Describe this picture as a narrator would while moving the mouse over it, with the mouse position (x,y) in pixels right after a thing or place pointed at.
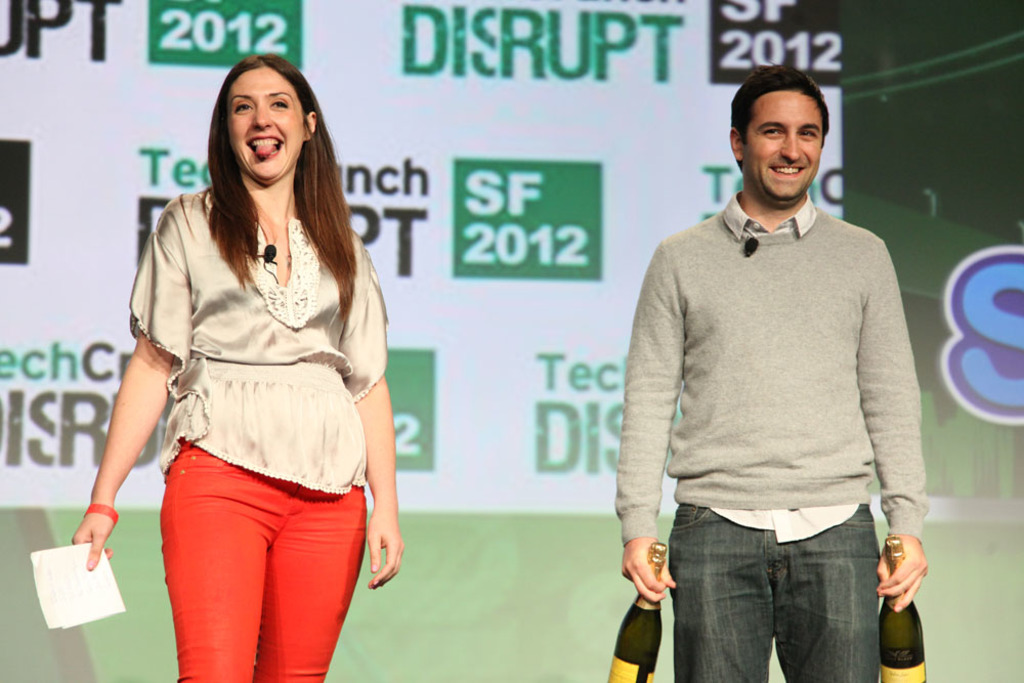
On the right side of the image (765,223) a man (776,256) is standing and holding the bottles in his hands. On the left side of the image (241,228) a lady (268,265) is standing and holding a paper (63,595) in her hand (87,533). In the background of the image (444,241) a board (533,274) is there.
